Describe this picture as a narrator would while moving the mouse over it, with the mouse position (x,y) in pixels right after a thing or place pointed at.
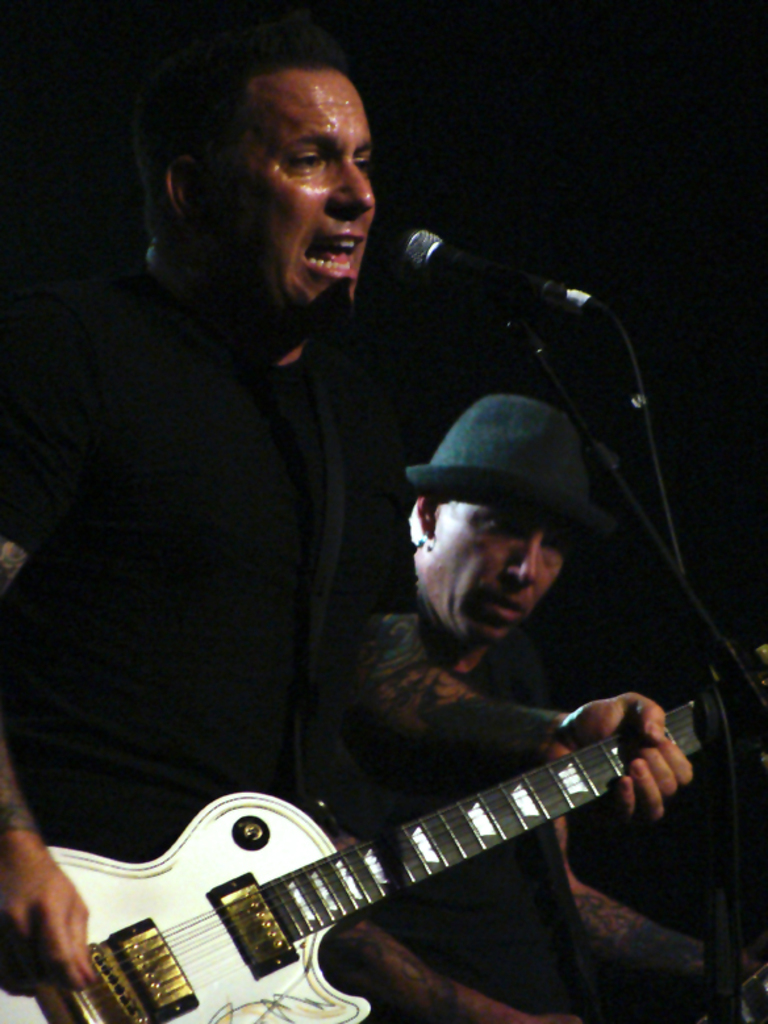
In this picture one man (270,635) is standing and he is playing a guitar (315,889) and sing a song in front of him there is a microphone (537,286) beside one person (479,571) is playing the music.
